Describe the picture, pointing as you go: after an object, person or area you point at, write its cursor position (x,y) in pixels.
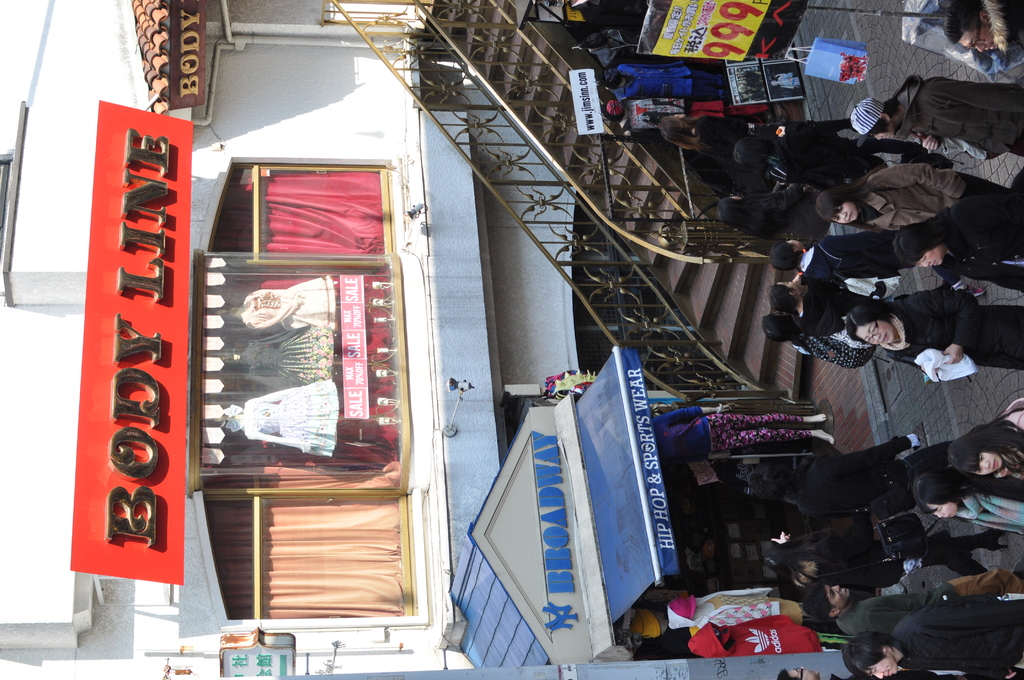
In this image, there is an outside view of a building (438,136). There are some persons (843,242) wearing clothes (848,260) and standing on the right side of the image (788,236). There is a staircase (541,206) at top of the image (484,161). There is a board (119,342) on the left side of the image (120,317).
